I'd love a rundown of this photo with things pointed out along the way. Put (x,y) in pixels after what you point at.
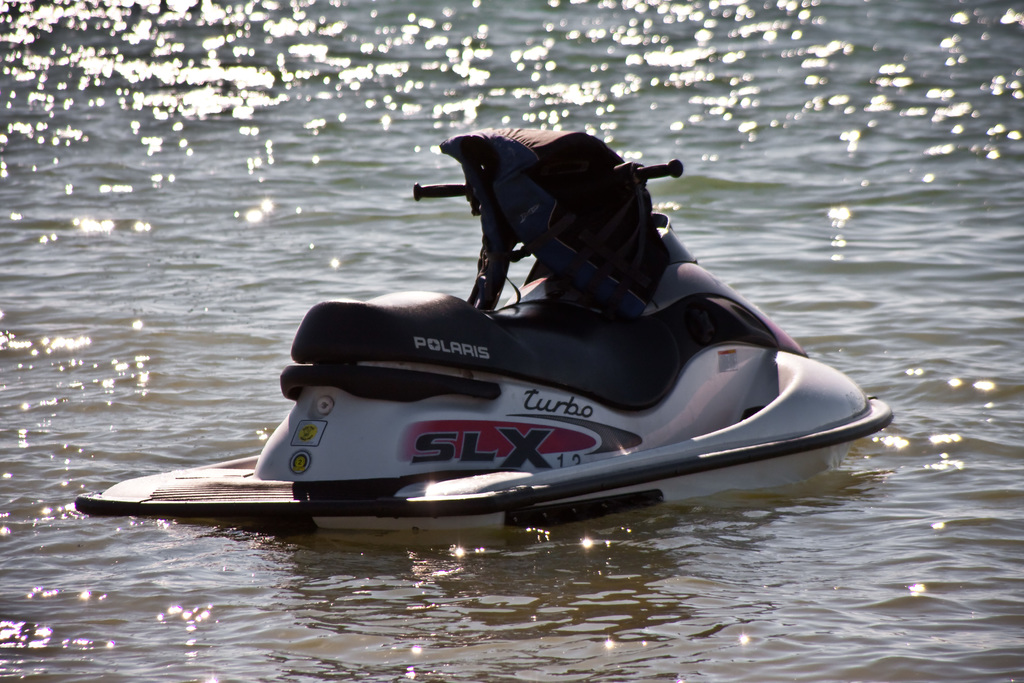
We can see boat (645,352) above the water (391,206).
